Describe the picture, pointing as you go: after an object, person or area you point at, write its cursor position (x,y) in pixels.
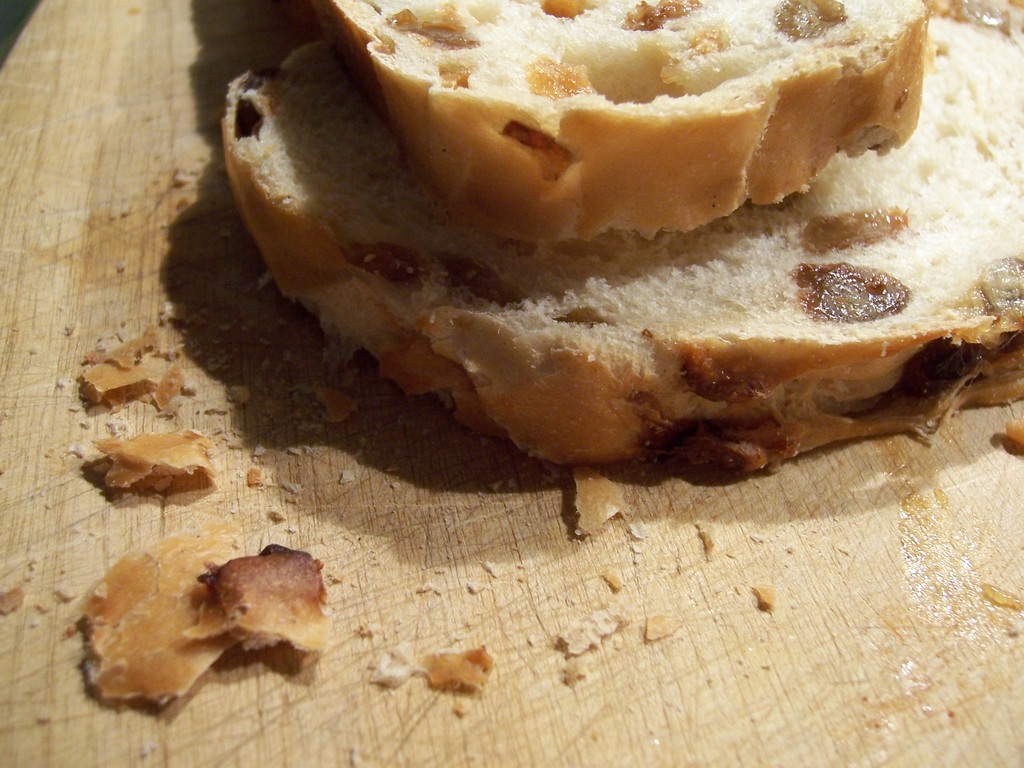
In this image we can see bread (445,288) on the table (335,524).
